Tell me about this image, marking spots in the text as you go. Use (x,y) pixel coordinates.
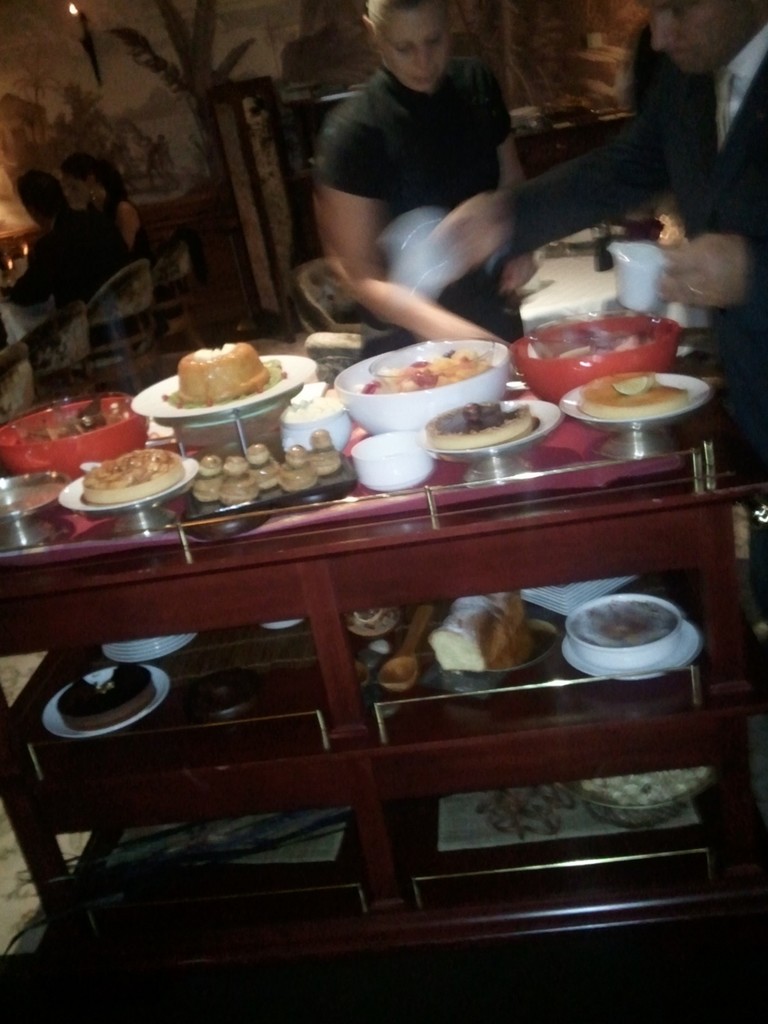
In this image we can see a group of objects (477,384) on a table (345,620). Behind the table (372,573), we can see two persons (465,159). On the right side (631,244), we can see a person (704,275) holding objects (440,252). Behind the persons (422,112) we can see a wall (327,73). In the top left (100,175), we can see two persons (38,261) sitting on chairs (144,296).
